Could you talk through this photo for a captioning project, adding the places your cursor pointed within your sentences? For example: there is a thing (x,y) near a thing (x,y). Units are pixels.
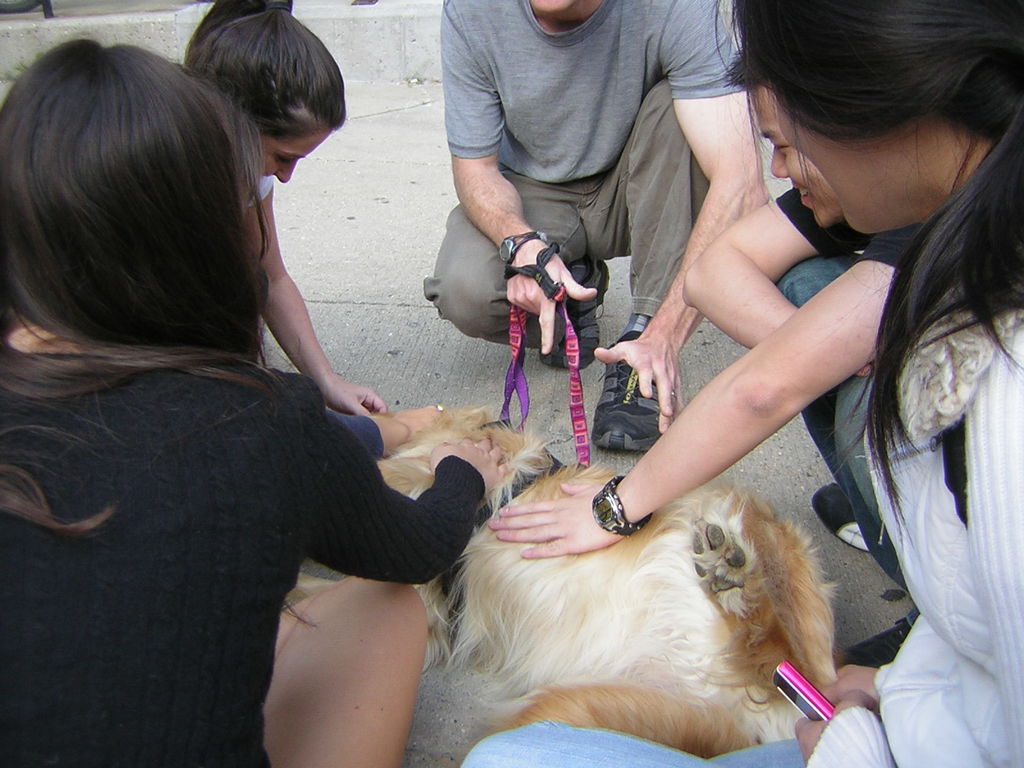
As we can see in the image there is a dog (556,577) and few people (516,230) sitting on road (343,277).
